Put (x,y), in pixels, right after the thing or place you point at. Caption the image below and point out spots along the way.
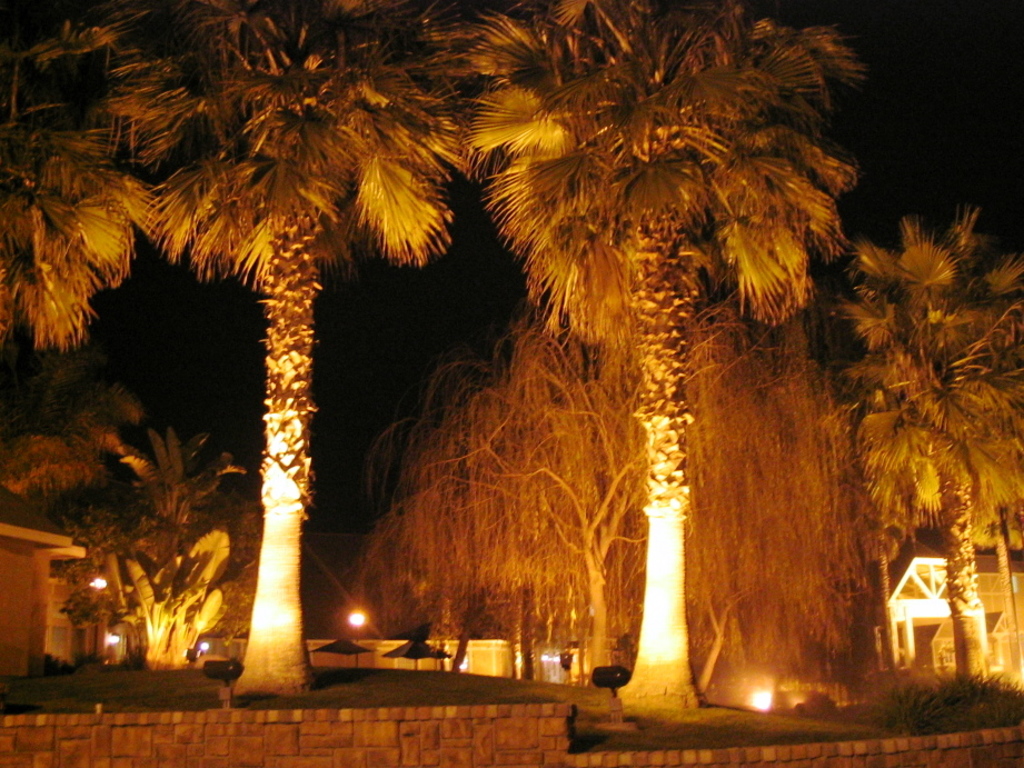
The picture is taken during night time. In the foreground (838,723) there are palm trees (569,189), plants (926,719), grass (333,679) and wall (225,734). In the background (696,525) there are trees (573,495), buildings (59,591), umbrellas (402,652), wall (374,646), lights (757,698) and plant (143,652).
